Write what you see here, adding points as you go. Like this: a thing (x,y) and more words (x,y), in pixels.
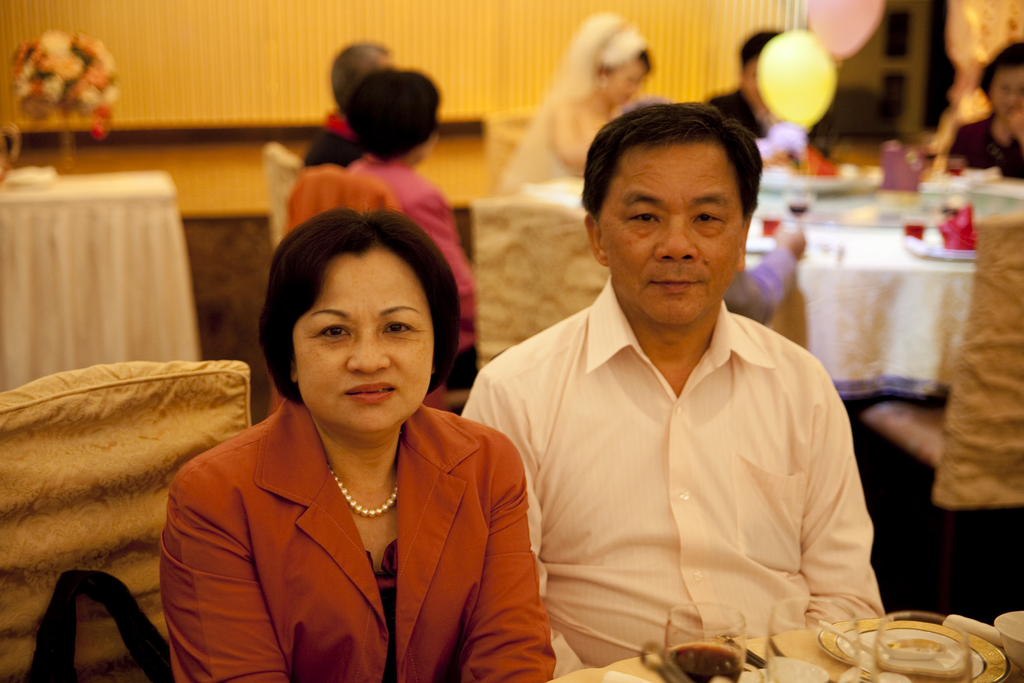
Here I can see a man (665,562) and a woman (344,566) sitting and looking at the picture. In front of these people (525,603) there is a table (804,646) on which few glasses (707,674), plates (996,646) and some other objects (986,636) are placed. In the background (947,258) there is another table (875,286) which is covered with a cloth (907,303). On the table (857,287) glasses (803,202), plates (938,259), papers (963,235) and some other objects (888,186) are placed. Around the table (926,281) few people (736,92) are sitting on the chairs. On the left side (51,219) there is a flower vase (38,88) on a table (88,189). In the background (343,37) there is a wall (485,20) and also I can see few balloons (821,64).
